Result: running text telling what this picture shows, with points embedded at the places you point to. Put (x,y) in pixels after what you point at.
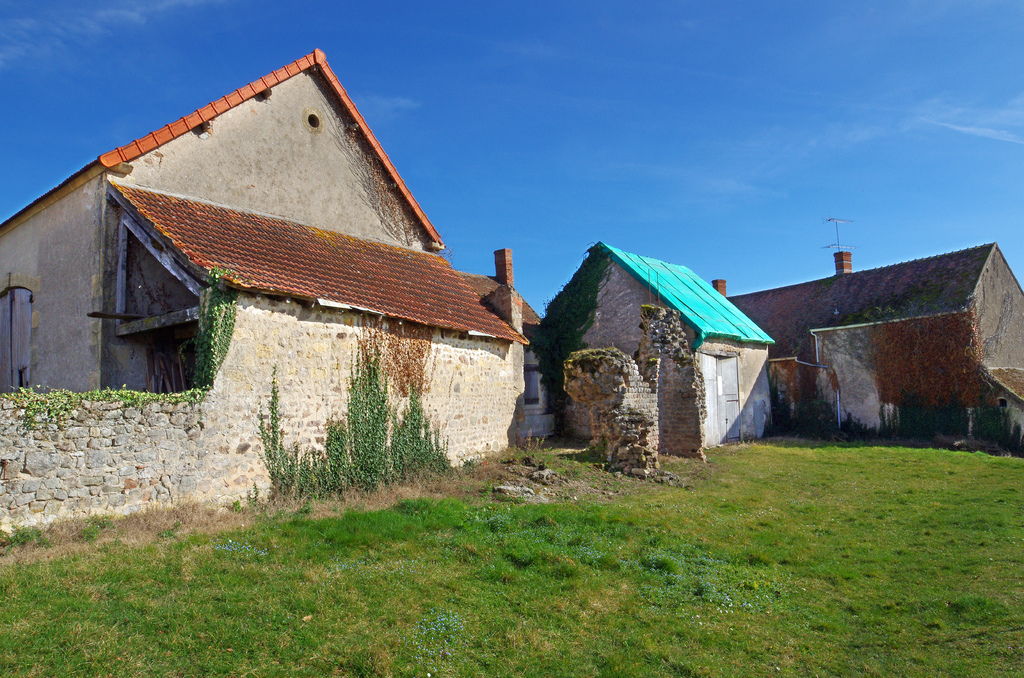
In this image in the center (445,376) there are some houses (47,375), at the bottom (309,562) there is grass (610,557). At the top of the image (564,65) there is sky (689,160).
